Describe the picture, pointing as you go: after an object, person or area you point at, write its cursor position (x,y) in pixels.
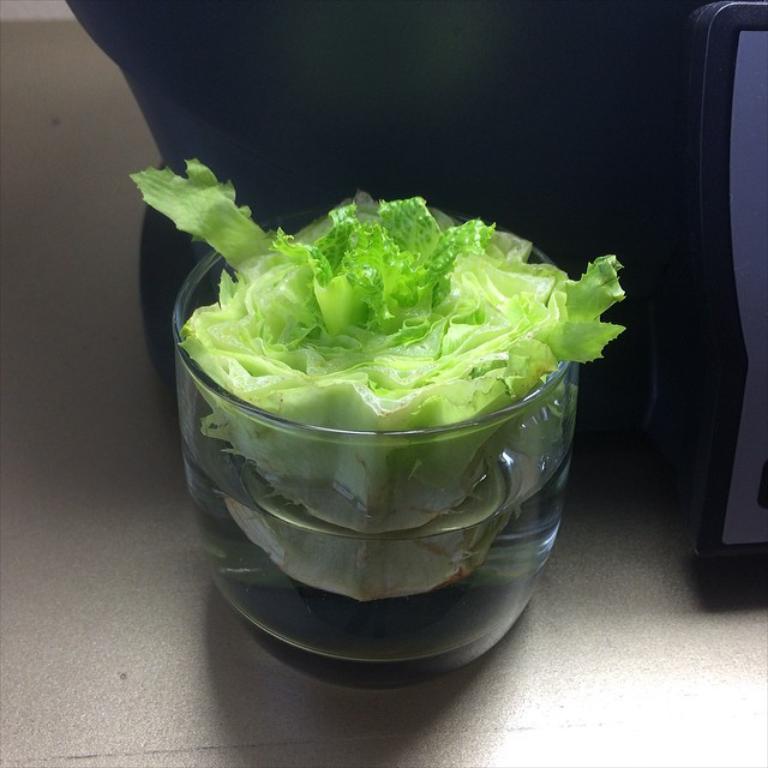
In this image there is a lettuce (380,444) in a glass (291,512).
